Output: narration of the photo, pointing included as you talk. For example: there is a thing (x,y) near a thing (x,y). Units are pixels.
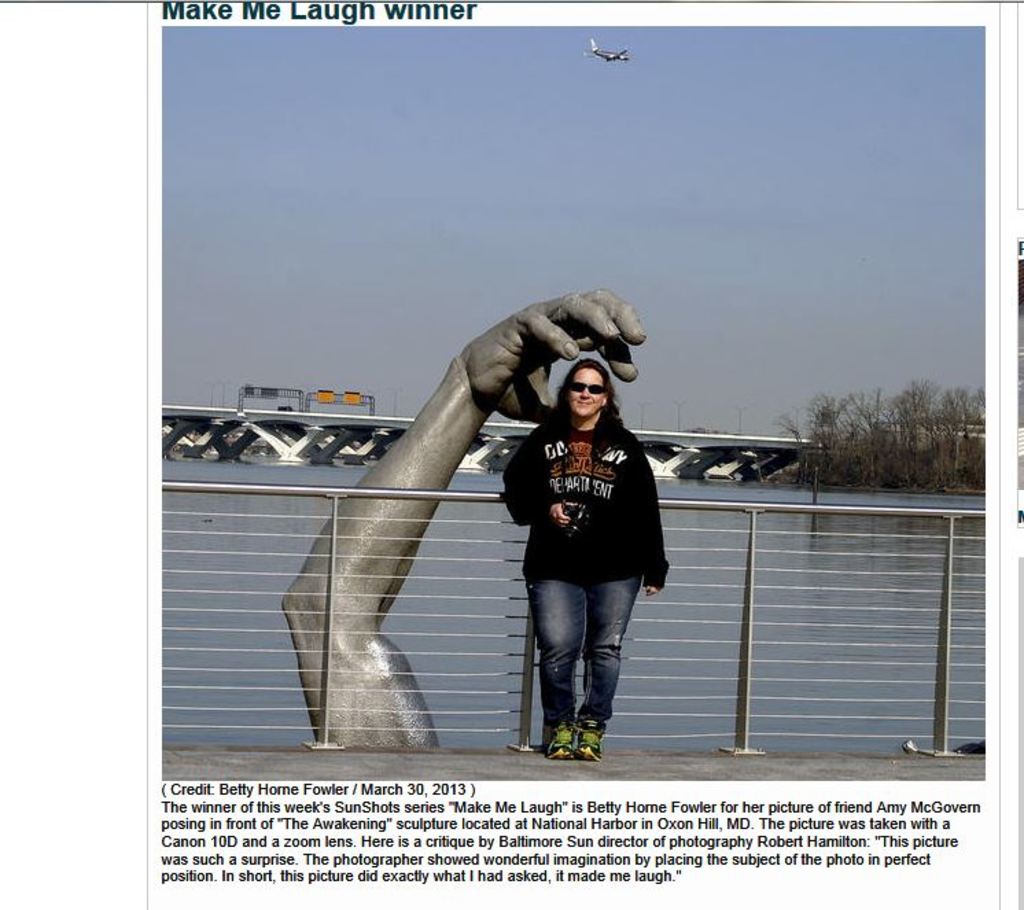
In the picture I can see a person (524,515) wearing black color T-shirt (589,472), glasses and shoes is carrying a camera (572,524) and standing near the steel railing (737,696). Here I can see the statue (362,502), which is a person's hand (377,604), I can see water (857,587), bridge (322,418), boards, trees (901,411) and an airplane (613,55) flying in the sky (533,190). Here I can see some printed text (371,812) at the top (187,11) and bottom of the image (635,803).
